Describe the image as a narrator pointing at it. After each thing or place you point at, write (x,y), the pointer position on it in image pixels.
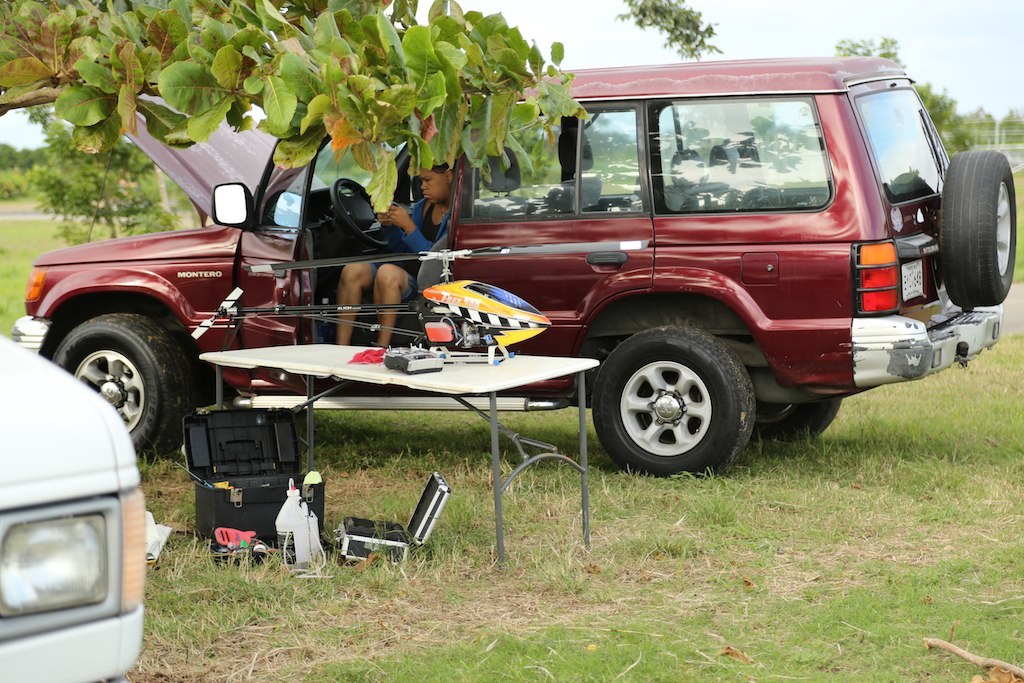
This picture is a outside. In the foreground (394,351) there is a table (438,372) and a machine (415,311) is placed on the top of the table (453,372) and there are two boxes (367,534) placed on the ground (437,592), behind that we can see a red color car (634,181) and there is a person (381,288) sitting in the car (360,227). In the background (566,32) we can see the sky (750,15) and trees (207,35).
